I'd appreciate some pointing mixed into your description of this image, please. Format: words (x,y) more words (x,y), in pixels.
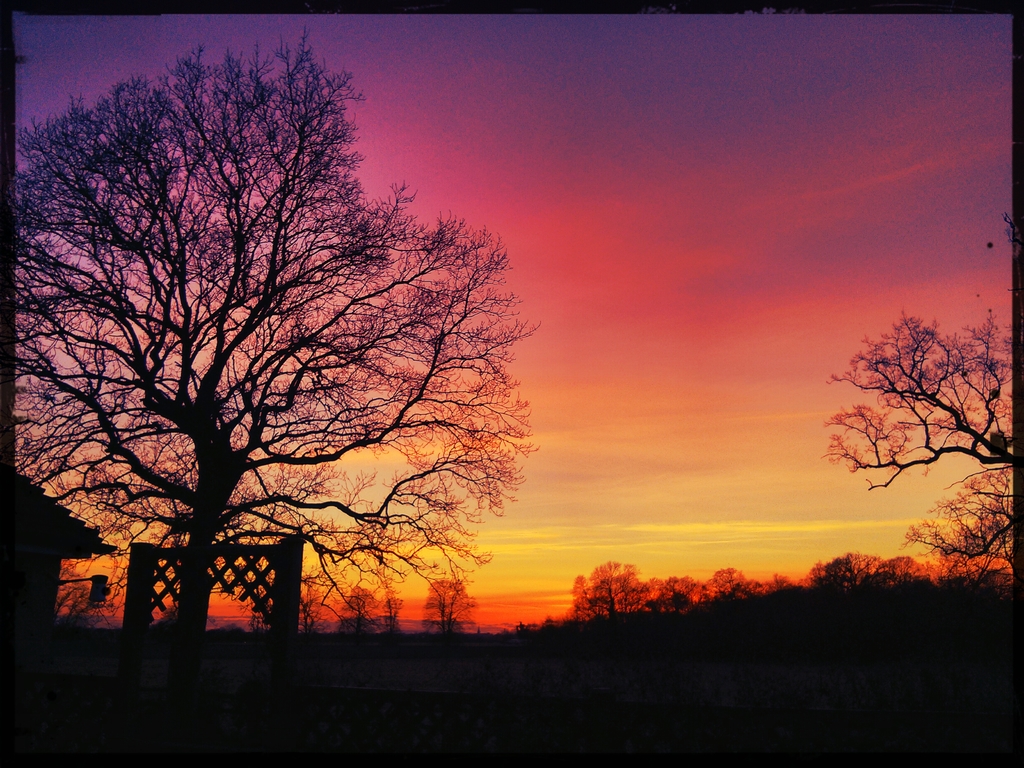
In this image I can see few dried trees (220,369). I can also see a building (68,538), background (688,135) I can see sky (684,175) in purple, orange and yellow color.
